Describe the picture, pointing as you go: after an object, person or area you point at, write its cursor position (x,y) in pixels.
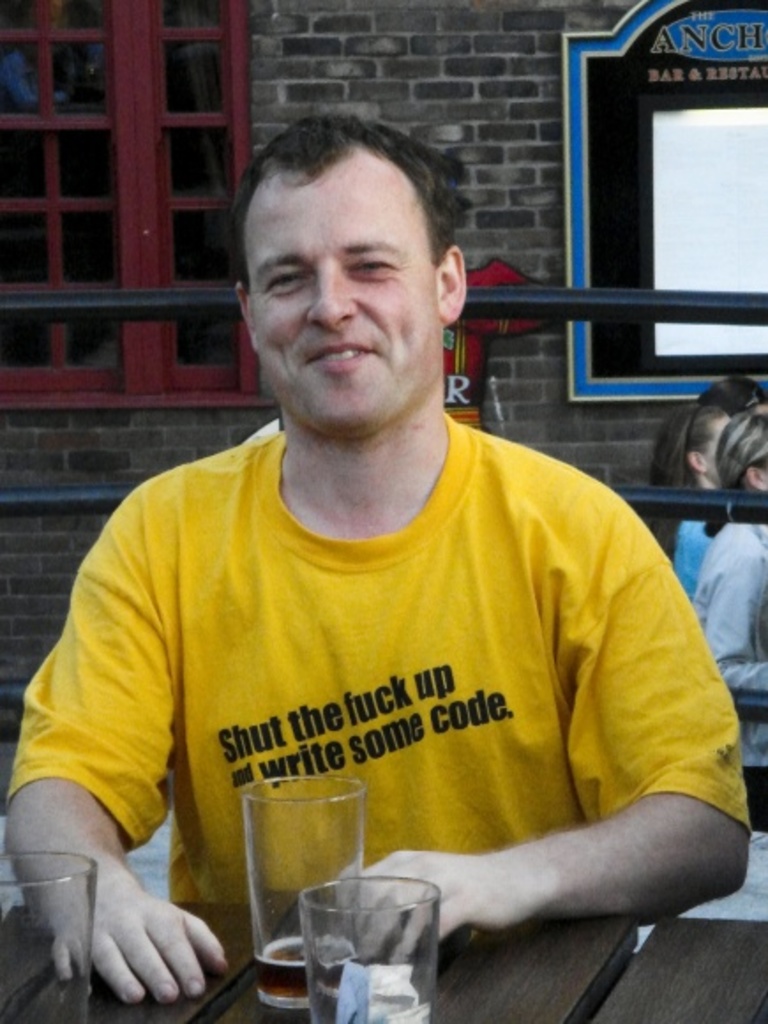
In this image there is a person (353,558) sitting in-front of table (714,968) where we can see some glasses (419,889), behind him there is a fence (83,486) and other group of people (762,447) walking in-front of building (633,447).
